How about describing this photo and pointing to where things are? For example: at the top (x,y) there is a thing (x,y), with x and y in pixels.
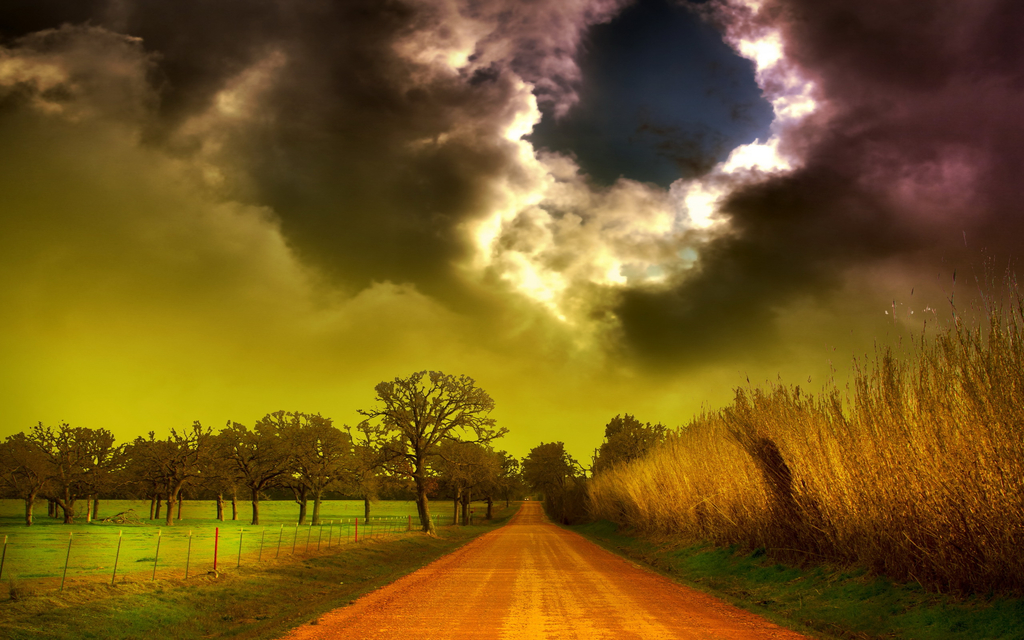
This picture is clicked outside the city. In the center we can see a path (543,543) and on both the sides we can see the green grass (429,557). In the background (633,102) there is a sky (619,103) which is full of clouds (696,320) and we can see the trees (323,466). On the right (775,452) we can see the dry grass (779,425). On the left (4,552) we can see the metal rods (115,563).
